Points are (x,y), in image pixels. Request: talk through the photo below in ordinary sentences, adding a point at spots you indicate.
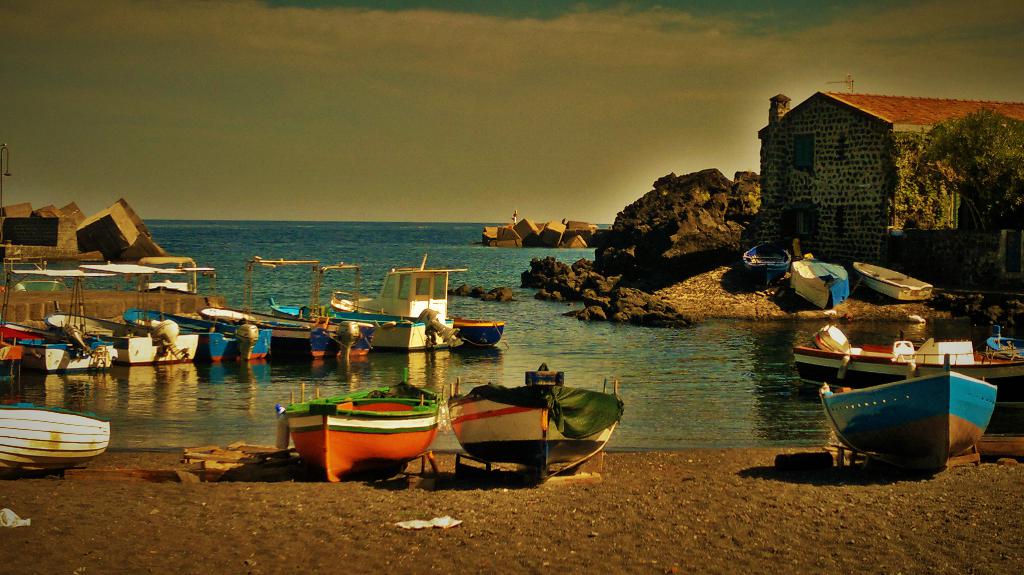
In this image, in the middle (551,244) there are boats (611,429), house (842,188), stones (715,236), sand (688,474), water (521,355), sky (464,148) and clouds (482,82).
